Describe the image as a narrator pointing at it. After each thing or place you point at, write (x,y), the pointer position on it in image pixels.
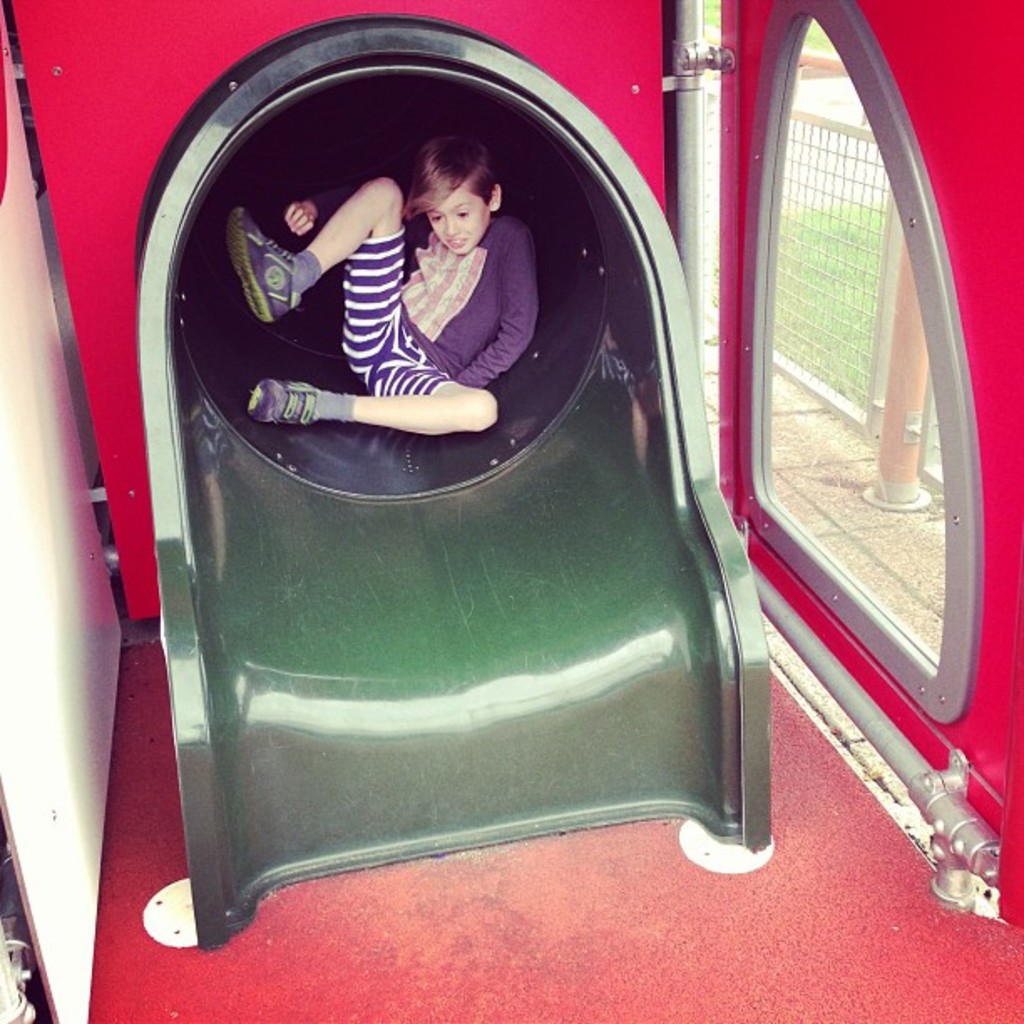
In this picture we can see a child (374,337) sitting on a slide (315,355), window (810,132), pipe (693,163) and from window (807,305) we can see grass (810,271), fence (884,296).
